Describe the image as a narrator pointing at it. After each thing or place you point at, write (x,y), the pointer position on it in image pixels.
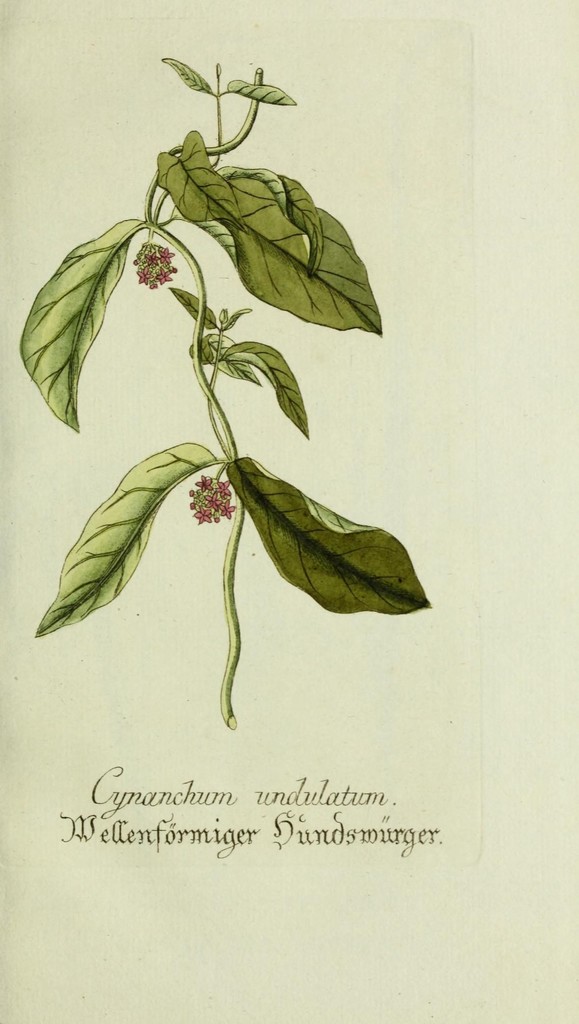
There is a paper (208,694). On that something is written. Also there is a painting (291,573) of a stem (221,475) with leaves (190,468) and flowers (195,492).
